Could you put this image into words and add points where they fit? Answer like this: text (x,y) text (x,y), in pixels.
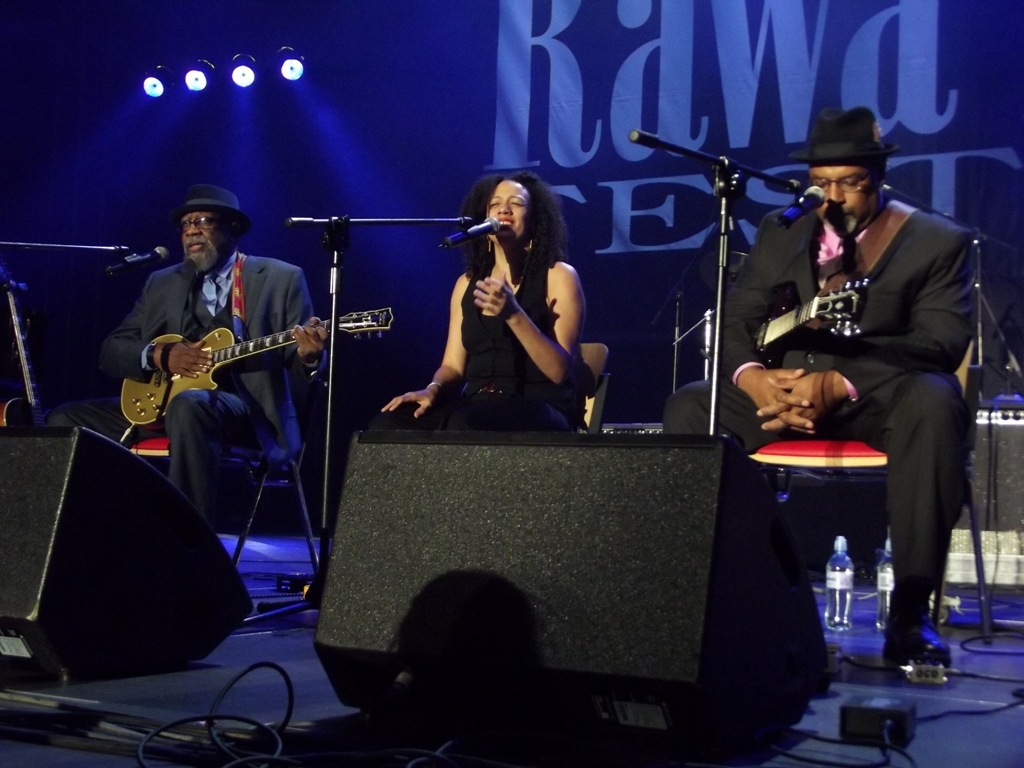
In this picture there is a man (196,413) sitting on the chair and playing guitar (198,380). A woman (505,265) singing on a mic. There is a person (935,314) sitting on a chair (842,448). There are lights (246,75) at the background (186,83).
